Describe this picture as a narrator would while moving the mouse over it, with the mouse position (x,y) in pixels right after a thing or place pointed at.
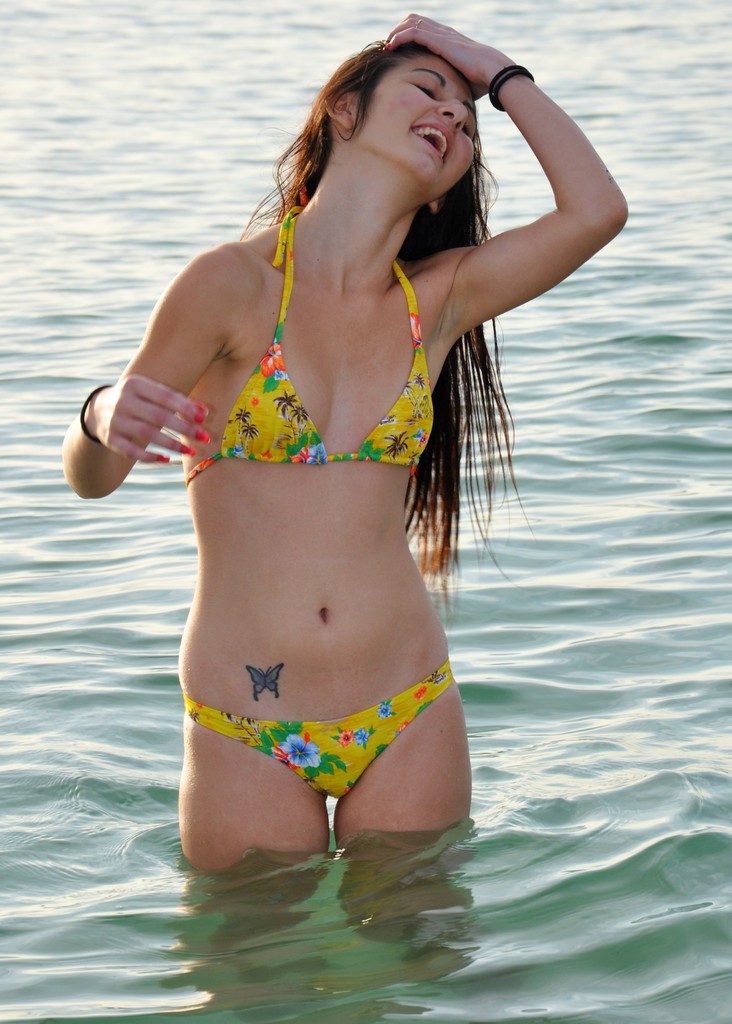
In the picture I can see a woman (386,638) wearing a bikini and standing in the water (525,558).
